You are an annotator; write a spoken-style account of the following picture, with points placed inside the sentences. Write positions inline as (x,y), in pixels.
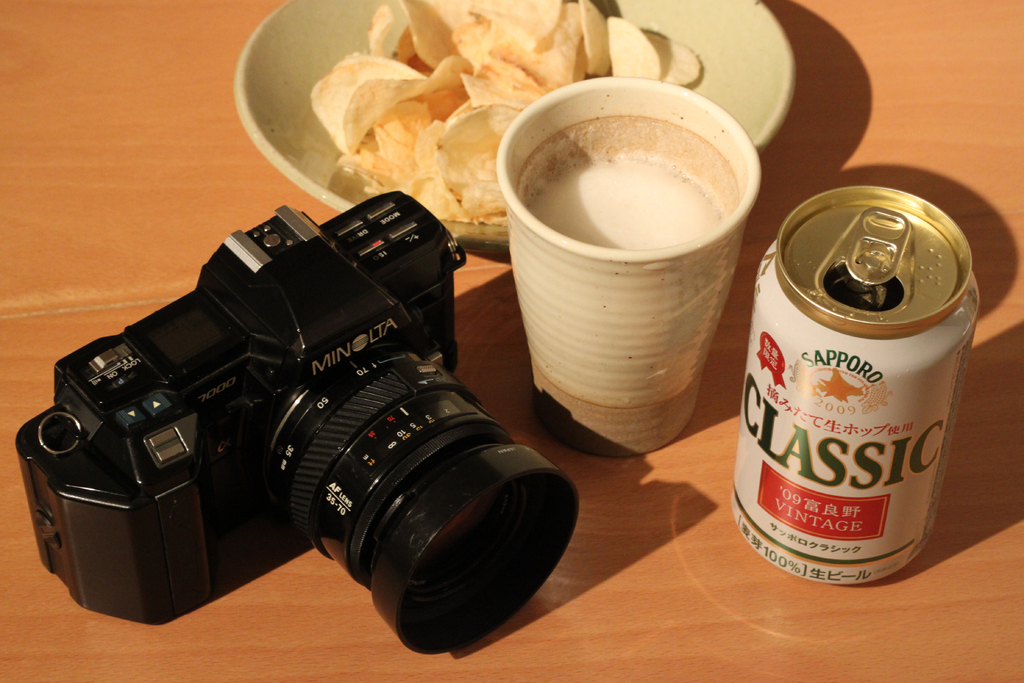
In this image we can see a camera (147,473), tin (809,539), glass (620,403) with liquid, and a plate (723,79) with food (504,108) on a wooden platform (55,10).
